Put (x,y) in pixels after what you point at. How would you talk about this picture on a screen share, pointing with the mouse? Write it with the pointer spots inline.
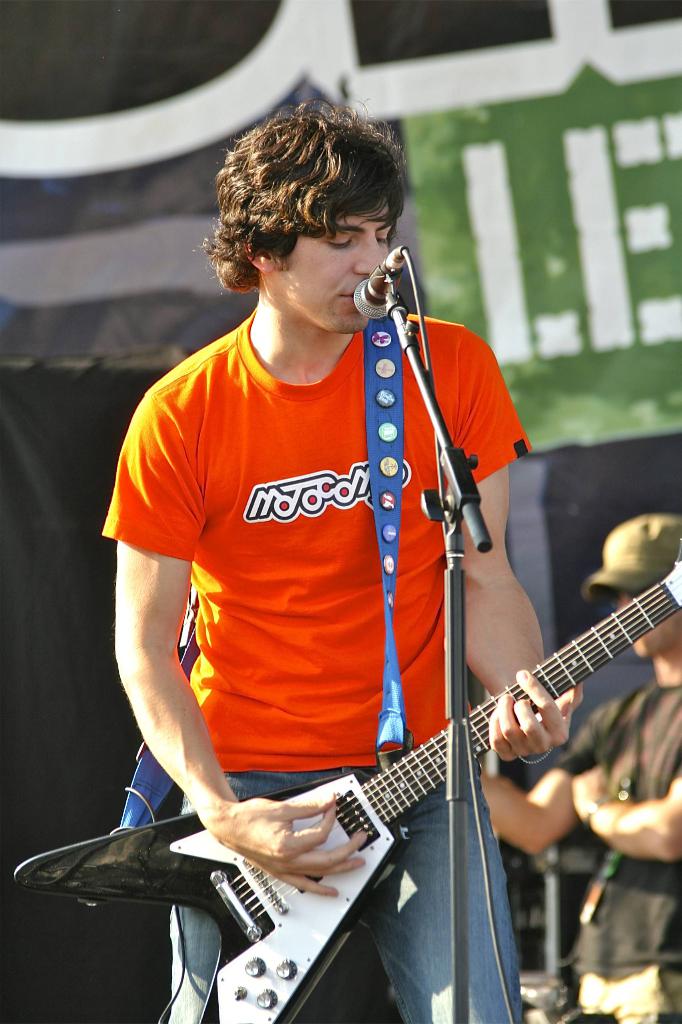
This picture shows a man (447,915) standing and playing guitar (297,920) holding in his hand (228,826) and we see a microphone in front of him and we see a man (613,711) standing back of him.
